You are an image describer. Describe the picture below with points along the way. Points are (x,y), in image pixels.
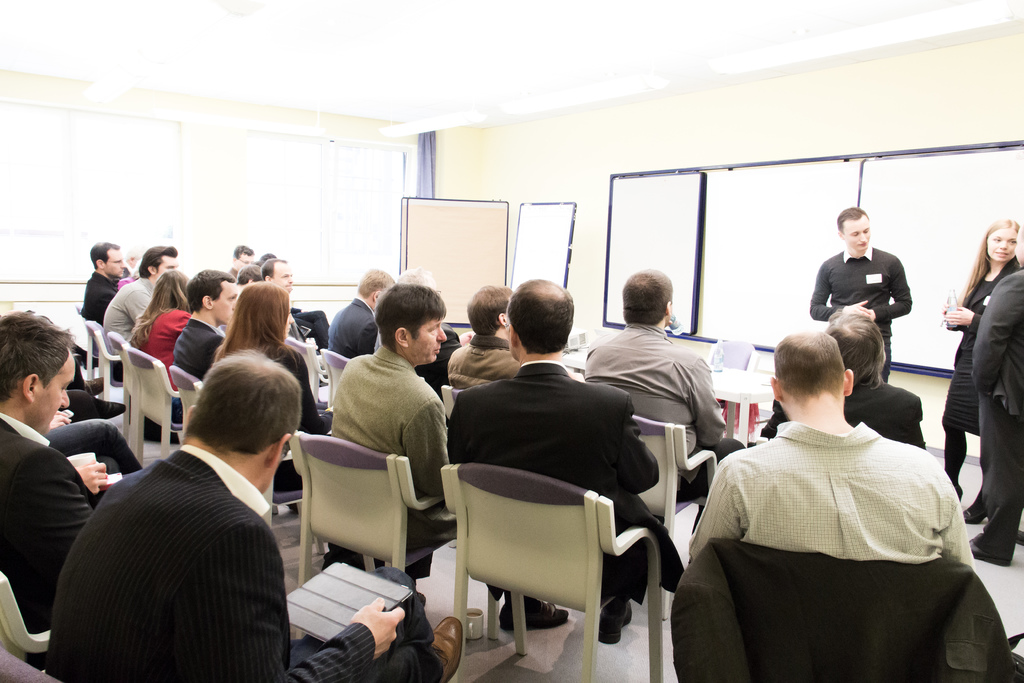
The picture is taken in a closed room (667,492) where many people (372,437) are sitting on the chairs (571,532) and in front of them there are three people (961,307) are standing and behind them there are white boards (649,221) and a wall (741,138) at the left corner of the picture (86,273) there are windows (395,266).
